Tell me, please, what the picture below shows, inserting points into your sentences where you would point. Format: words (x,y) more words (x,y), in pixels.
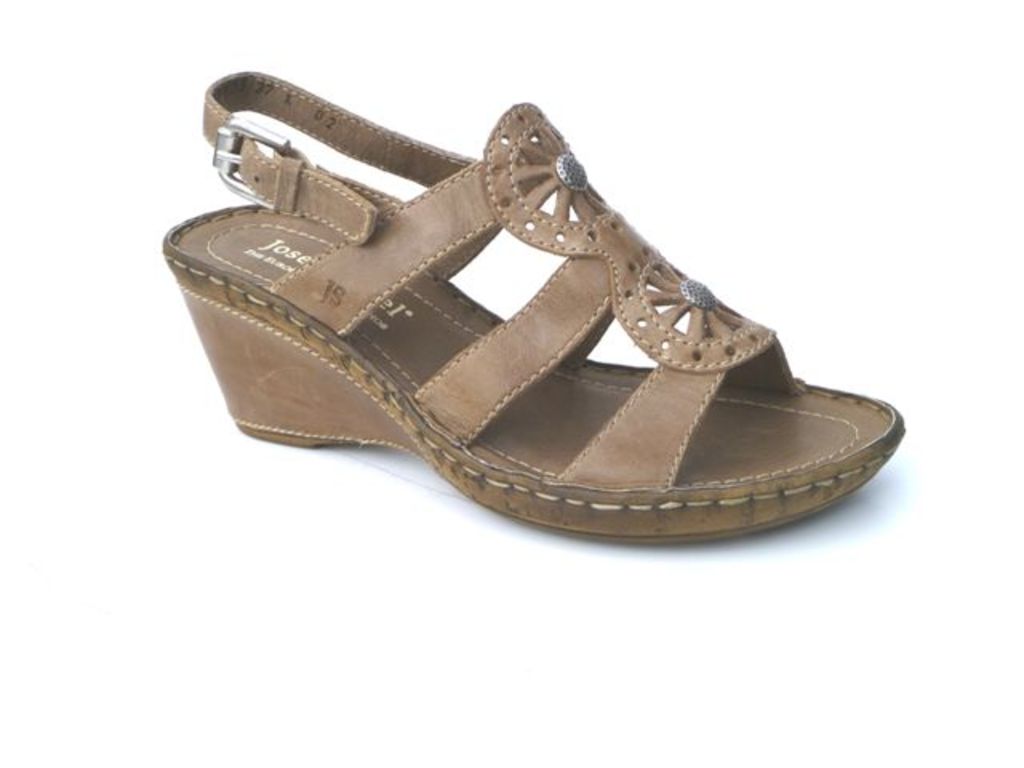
In this image, we can see a ladies footwear (425,446).
